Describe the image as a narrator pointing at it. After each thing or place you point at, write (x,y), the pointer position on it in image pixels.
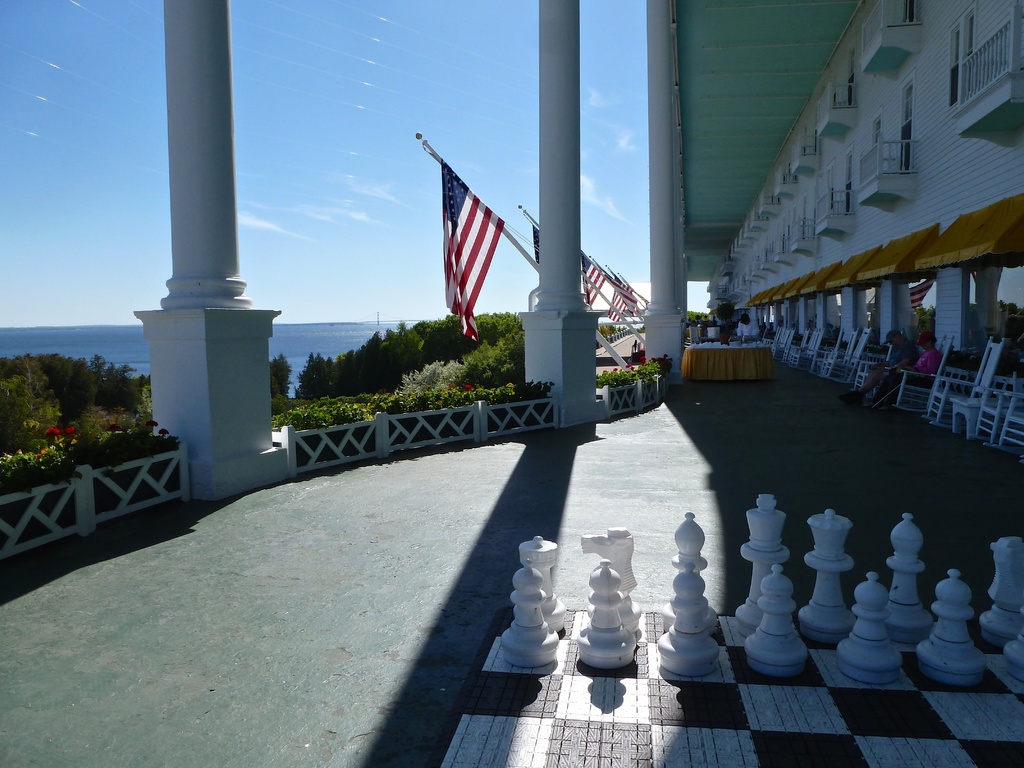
In the picture I can see chess board (789,766), some chairs (1002,400) along with tables (749,365), we can see few people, some flags (618,307) are attached to the building (582,327), outside of the building (594,334) we can see plants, trees (368,346) and sea (292,328).
